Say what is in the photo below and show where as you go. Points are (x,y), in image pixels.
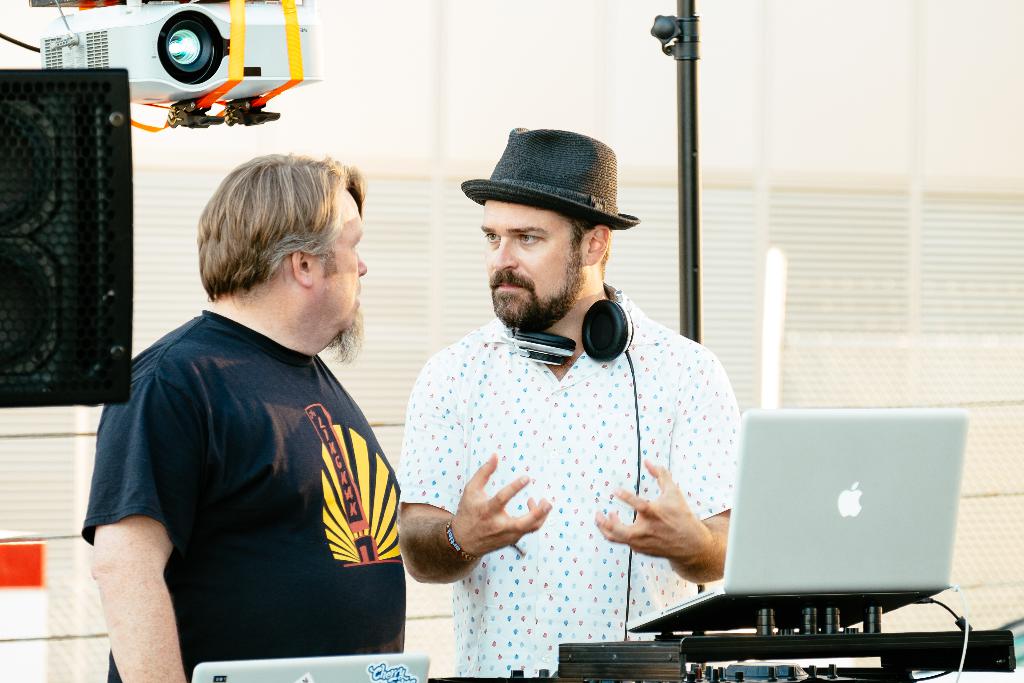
In this image I can see two men (133,519) are standing in the centre (617,377) and in the front of them I can see few laptops (238,674). I can see the left one (140,669) is wearing black colour t shirt (286,449) and the right one (660,539) is wearing white shirt (550,445), black hat (557,199) and around his neck (568,363) I can see a headphone (594,349). On the left side of this image (8,381) I can see a speaker (93,371) and a projector machine (78,35). I can also see a pole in the background (684,260).
